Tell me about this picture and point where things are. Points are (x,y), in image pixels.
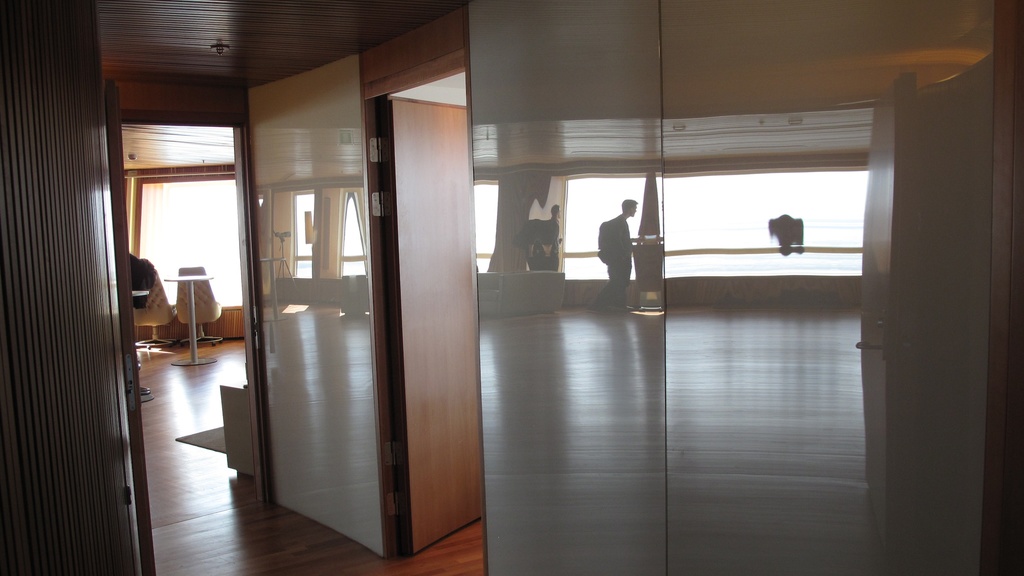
This is the inside view of a room (547,395). Here we can see a person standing in the room (594,345). This is the door (429,372). And this is the floor (200,504), there is a mat (210,439) on floor (208,425). These are the chairs (203,291). And this is the wall (71,308).
